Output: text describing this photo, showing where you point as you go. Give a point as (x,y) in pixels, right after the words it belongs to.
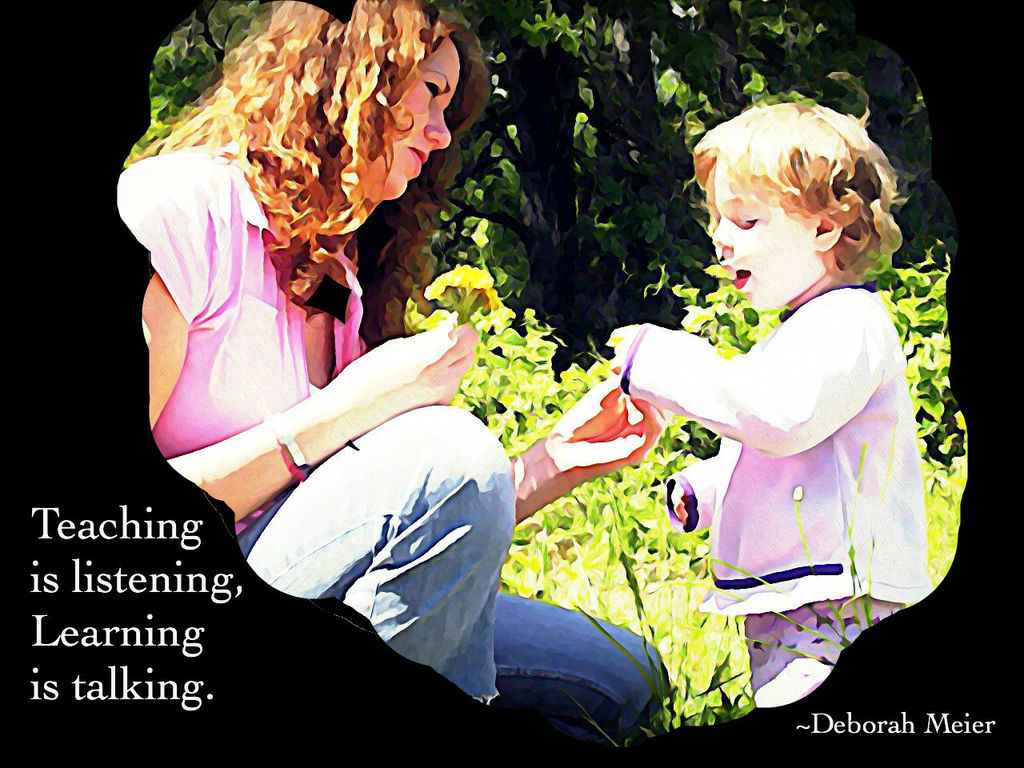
This image consists of a poster (459,531) in which there is a woman (570,461) and a kid (752,468) along with the trees (663,105). On the left (120,655), there is a text (93,635).
